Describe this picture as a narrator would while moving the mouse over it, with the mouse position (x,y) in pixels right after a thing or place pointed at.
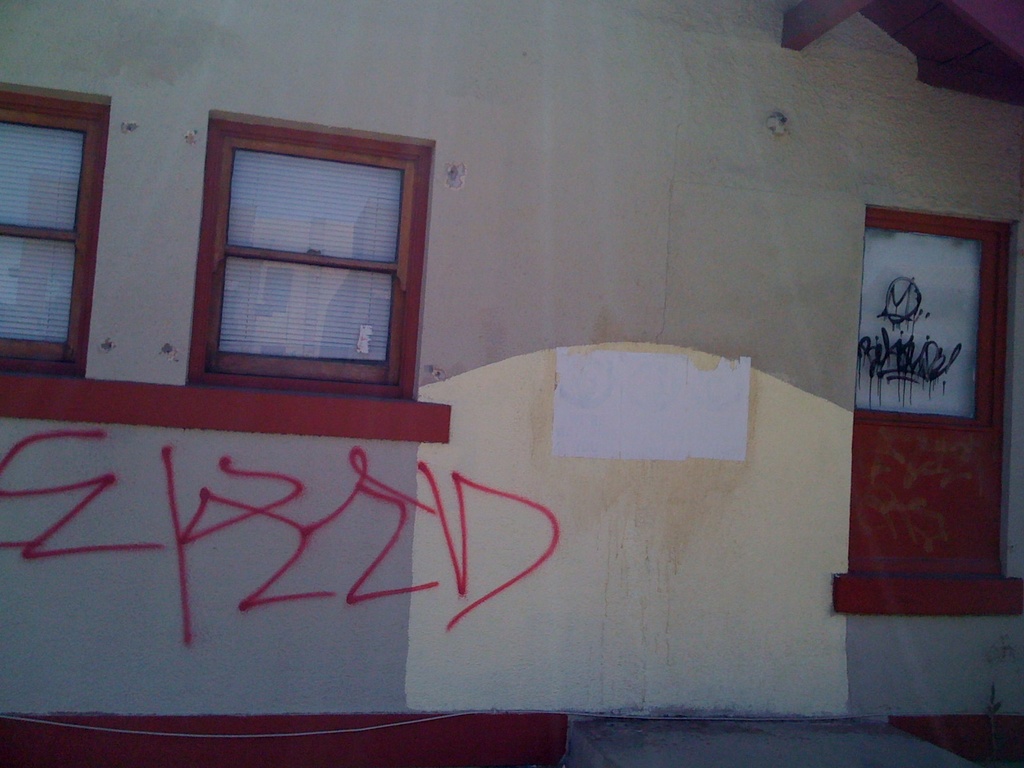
In this image I can see the wall (709,232) and I can see windows (23,314) visible on the wall (163,436) and I can see red color windows (929,524) visible.
